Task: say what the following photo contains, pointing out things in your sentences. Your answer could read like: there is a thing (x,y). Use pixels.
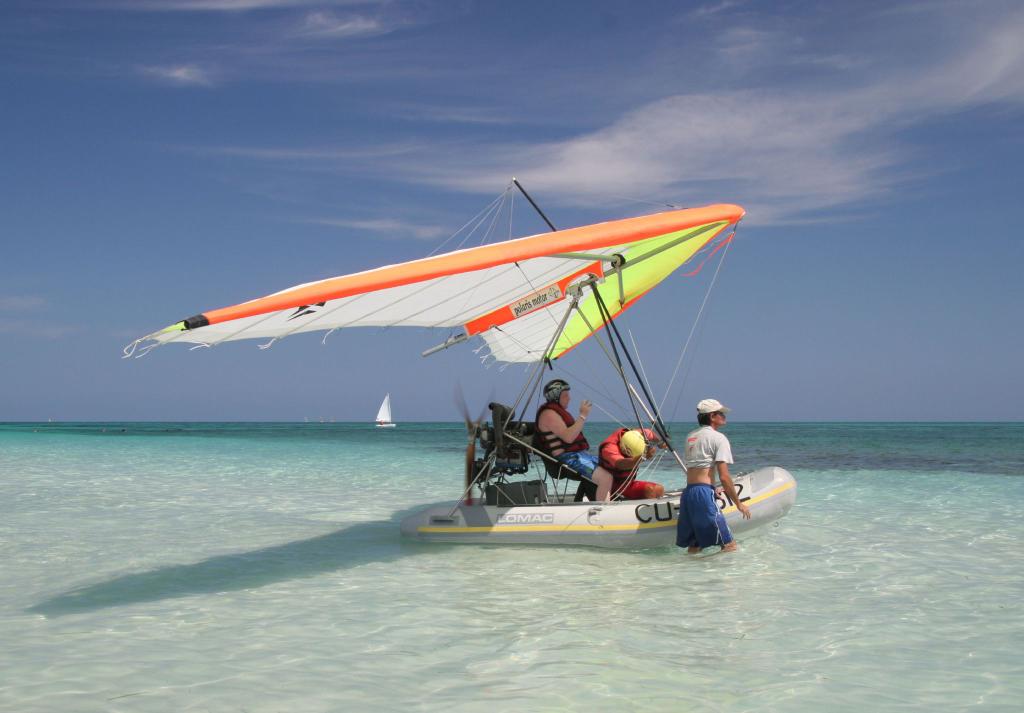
In this picture we can see two men (617,464) sitting in the inflatable boat (502,505). On the top (671,221) we can see the kite shade (522,321). In the front (679,504) bottom there is a boy (692,516) wearing white t-shirt (710,454) and blue shorts (712,528) standing in the sea water (715,557). Behind we can see the sailing boat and on the top (445,66) there is a sky (347,66) and clouds (843,128).
